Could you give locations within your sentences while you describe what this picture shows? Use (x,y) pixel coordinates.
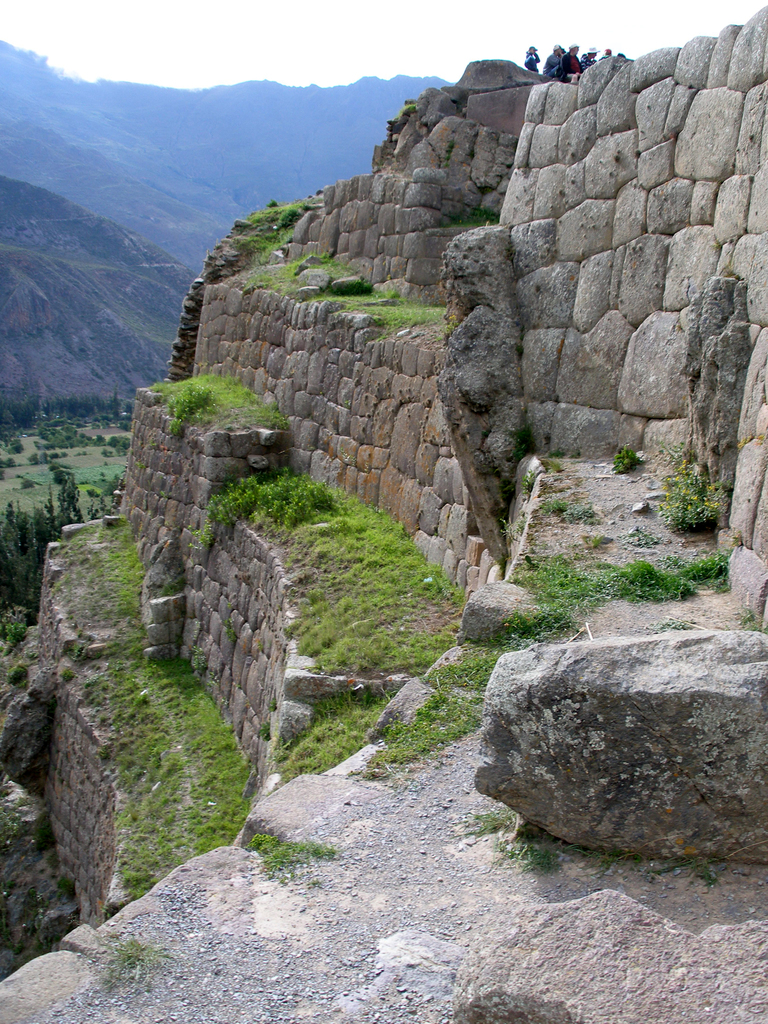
In this picture it looks like fort (431,378), there are people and we can see grass (359,534), plants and trees (102,417). In the background of the image (196,171) we can see hills (206,106) and sky (399,72).
